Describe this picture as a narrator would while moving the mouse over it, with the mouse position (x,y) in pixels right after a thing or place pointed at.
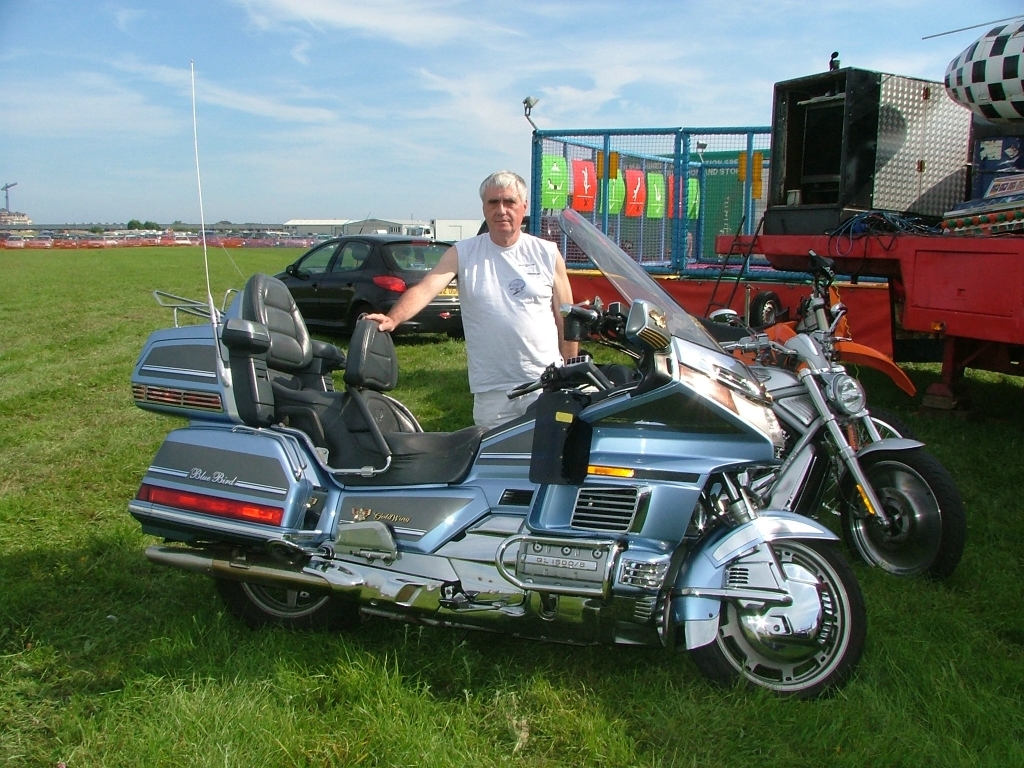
Here I can see the grass (200,710) on the ground (156,652). There are two bikes (484,477), a car (333,291) and another vehicle (903,311) are placed on the ground (913,679). Behind the bike (488,429) a man (503,310) wearing white color t-shirt (517,315), standing by holding the bike (506,479) and giving pose for the picture. In the background (324,224), I can see few buildings (357,224) and trees (138,226). At the top of the image (212,93) I can see the sky (204,120).
